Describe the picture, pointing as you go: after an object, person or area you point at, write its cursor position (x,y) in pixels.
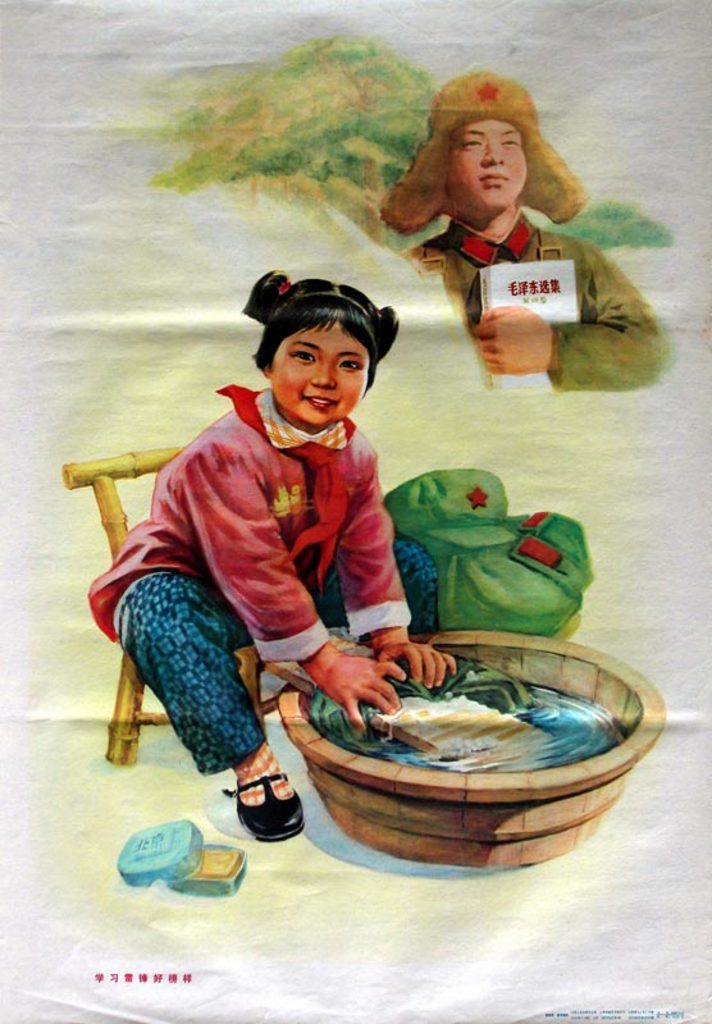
In this image we can see a poster (400,520). On this poster (400,520) we can see a girl (362,663) sitting on a chair (134,735). There is a tub (415,808), water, soap box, and an object (498,625). In the background (230,139) we can see a person (642,339) holding a book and trees (254,188).
